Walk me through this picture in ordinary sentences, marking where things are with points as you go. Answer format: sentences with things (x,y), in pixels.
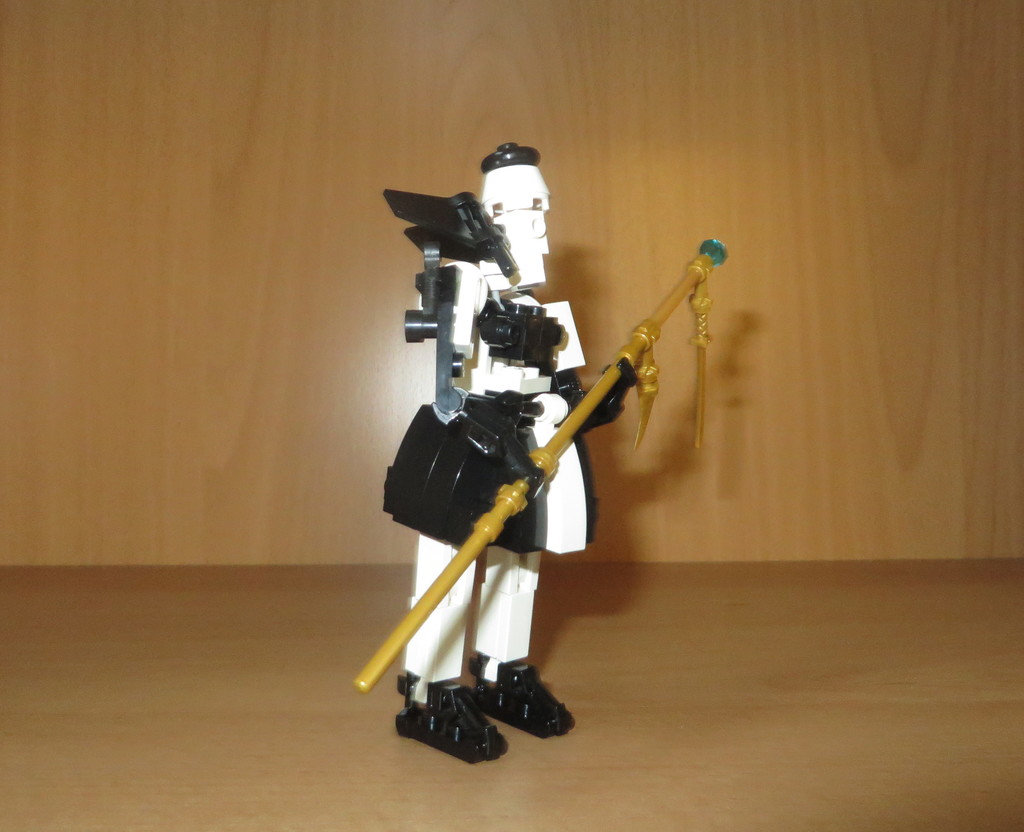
In this picture we can see a toy (523,488) on the surface (72,726) and in the background (120,477) we can see the wall (401,124).
